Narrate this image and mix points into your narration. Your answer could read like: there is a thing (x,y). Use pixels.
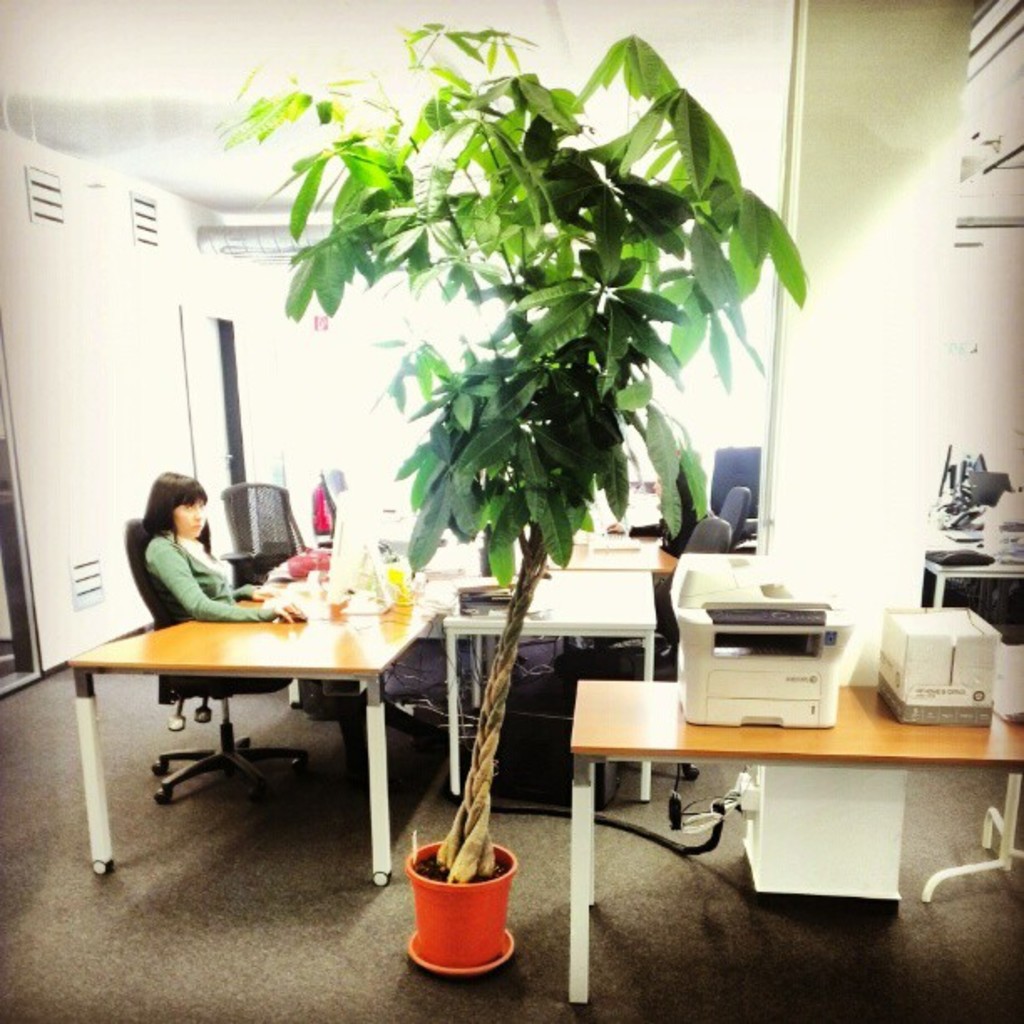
in a room (360,649) there is a plant (495,188). at the right (707,747) there is a table (726,754) on which there is a machine (789,695) and a box (894,697). at the left (297,656) there is a table (251,643) on which there is a white computer (341,593), mouse (308,619) and a keyboard (291,594). a person (169,572) is sitting on a black chair (171,622) and operating that. behind her there are many other chairs (719,483). at the back (362,347) there is white wall (75,442) and at the right (841,278) there is a white pillar (846,176).
